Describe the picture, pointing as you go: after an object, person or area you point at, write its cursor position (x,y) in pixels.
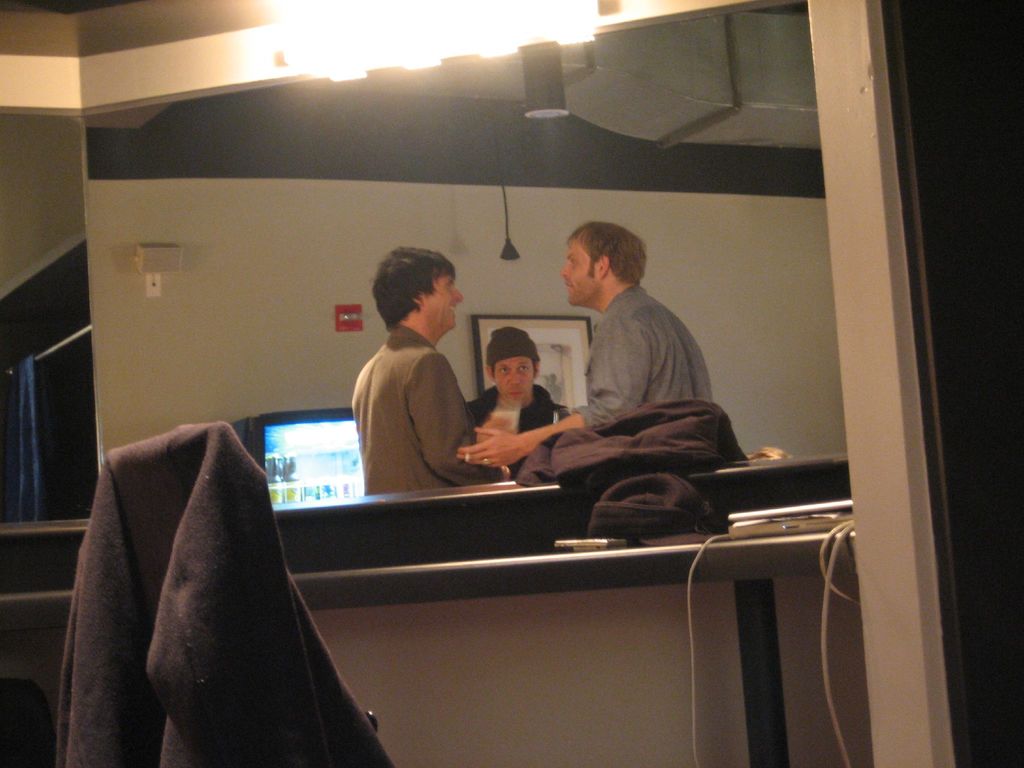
Here we can see three men (615,330) and discussing something in between them and at the top (595,4) we can see lights (571,40) and there are coats (212,468) present here and there
